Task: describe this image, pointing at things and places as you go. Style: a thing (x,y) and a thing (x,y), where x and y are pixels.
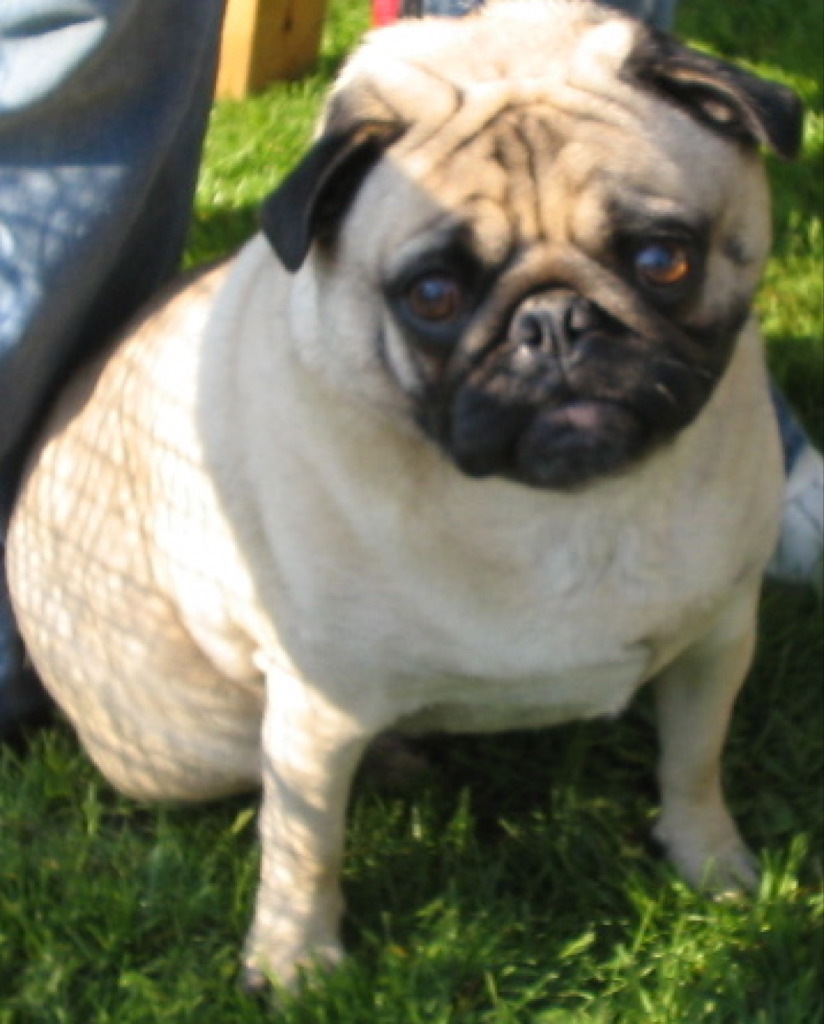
In this image there is a dog (425,460) on a grassland (206,256).
